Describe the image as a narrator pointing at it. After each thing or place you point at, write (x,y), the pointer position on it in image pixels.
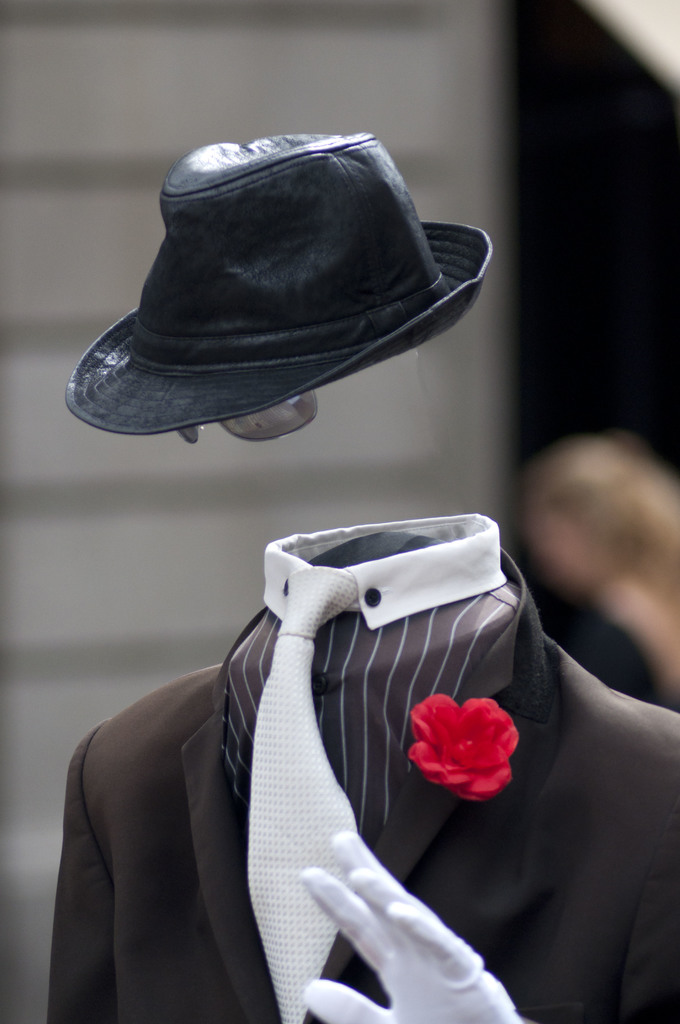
In this image we can see a suit (417,838). On the suit (448,813) we can see a flower (458,770). At the top (320,304) we can see a hat (232,339). Behind the suit (486,801) we can see a person (548,561). The background of the image (617,523) is blurred.
